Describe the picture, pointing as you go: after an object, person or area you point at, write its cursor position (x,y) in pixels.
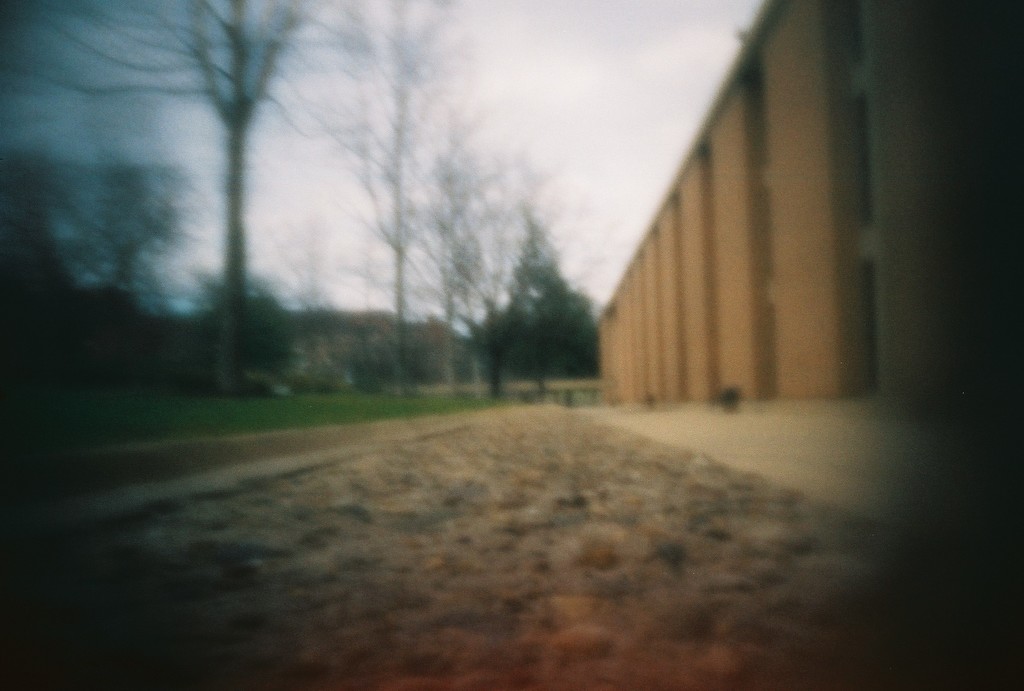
In this image I can see the road (543,468) and many trees (512,362) on the left side (152,355) and a wall (623,327) on the right side (801,289).
